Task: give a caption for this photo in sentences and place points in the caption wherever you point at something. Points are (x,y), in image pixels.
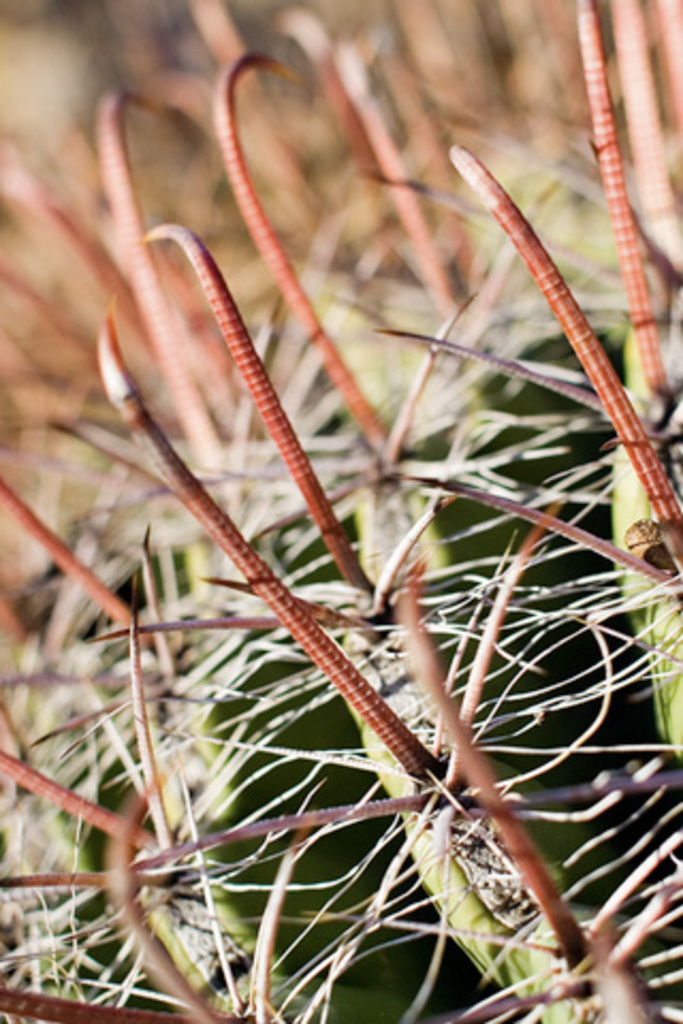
In this image we can see a plant (357,506).
